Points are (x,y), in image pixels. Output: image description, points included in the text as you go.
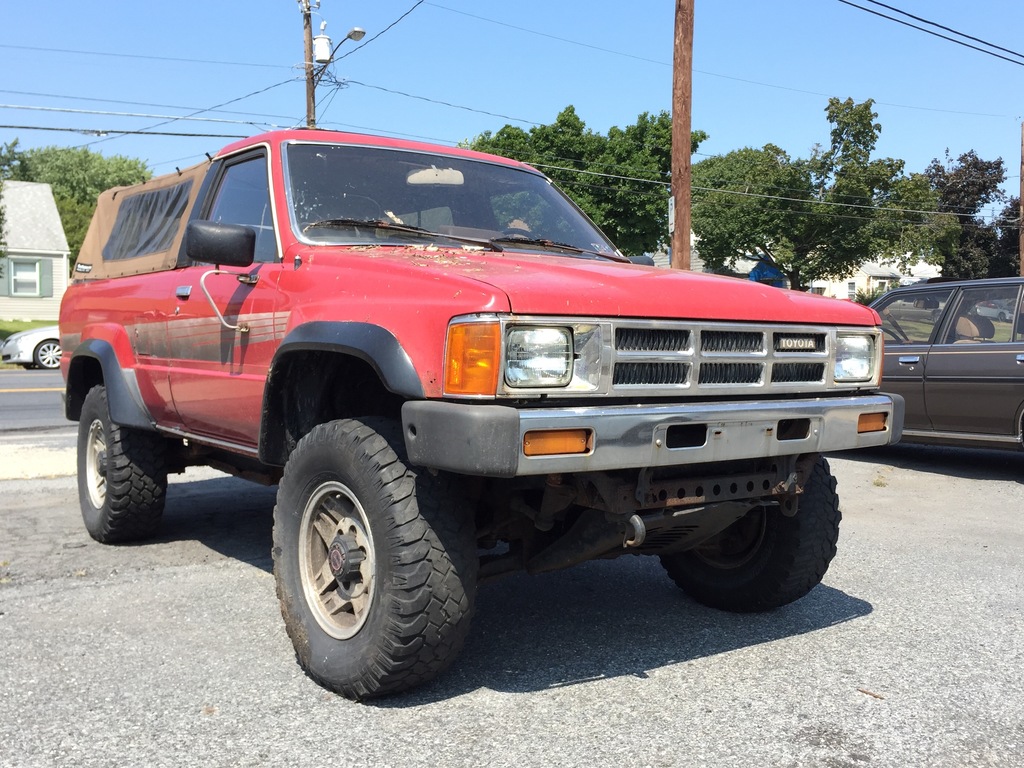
In this image I can see three cars (308,397) in the center of the image (562,320) on a road (52,573). I can see some wires (305,72) on an electric pole (308,23) with a light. I can see some buildings (27,242) and trees (906,251) in the center of the image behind the cars (448,383). At the top of the image (569,31) I can see the sky (562,11).
